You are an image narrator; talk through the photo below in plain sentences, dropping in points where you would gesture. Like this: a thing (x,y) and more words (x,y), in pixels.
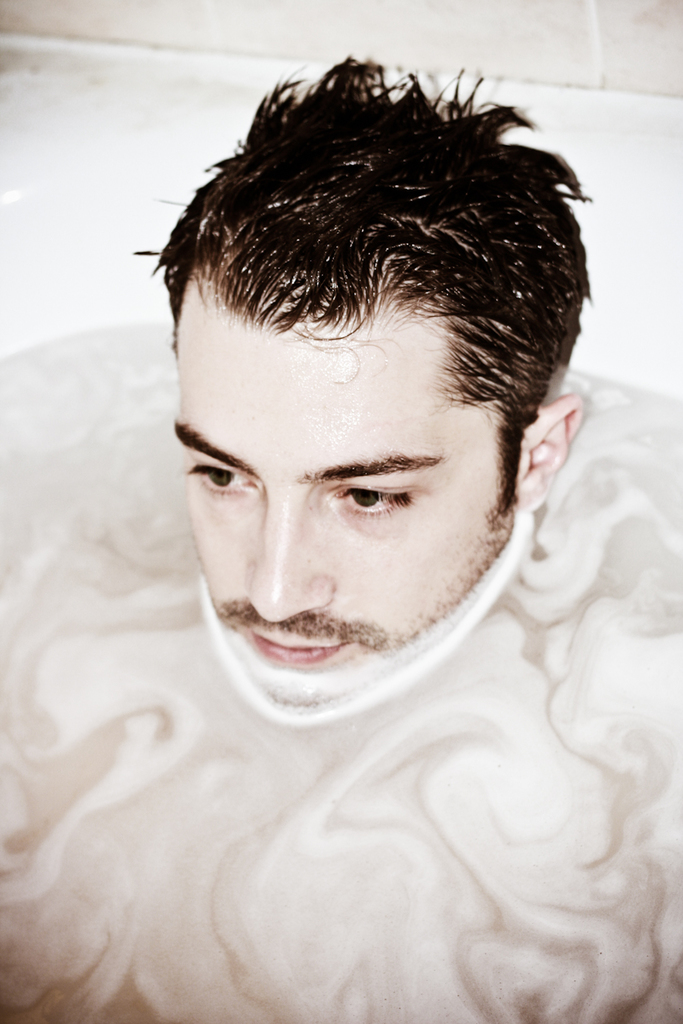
In this image we can see a person (398,477) in the water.
